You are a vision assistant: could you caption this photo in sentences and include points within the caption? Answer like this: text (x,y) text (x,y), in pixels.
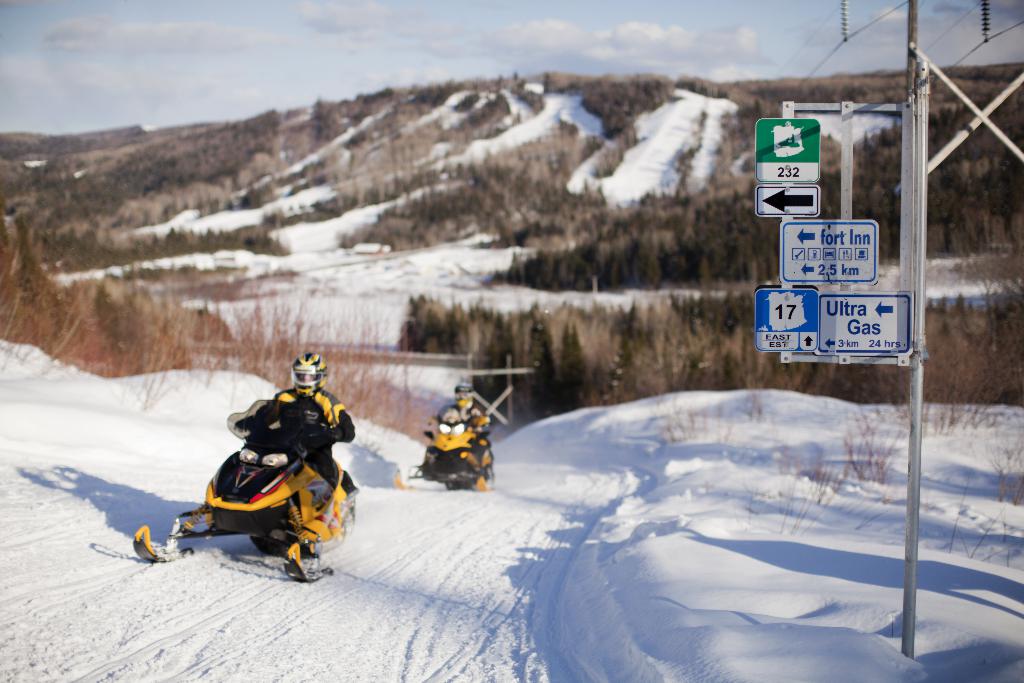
In this image I can see there are two persons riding on vehicle (475,436) and I can see a sign board (862,291) on the right side (813,164), at the top (193,59) I can see the sky (6,89) and the hill (503,139).
